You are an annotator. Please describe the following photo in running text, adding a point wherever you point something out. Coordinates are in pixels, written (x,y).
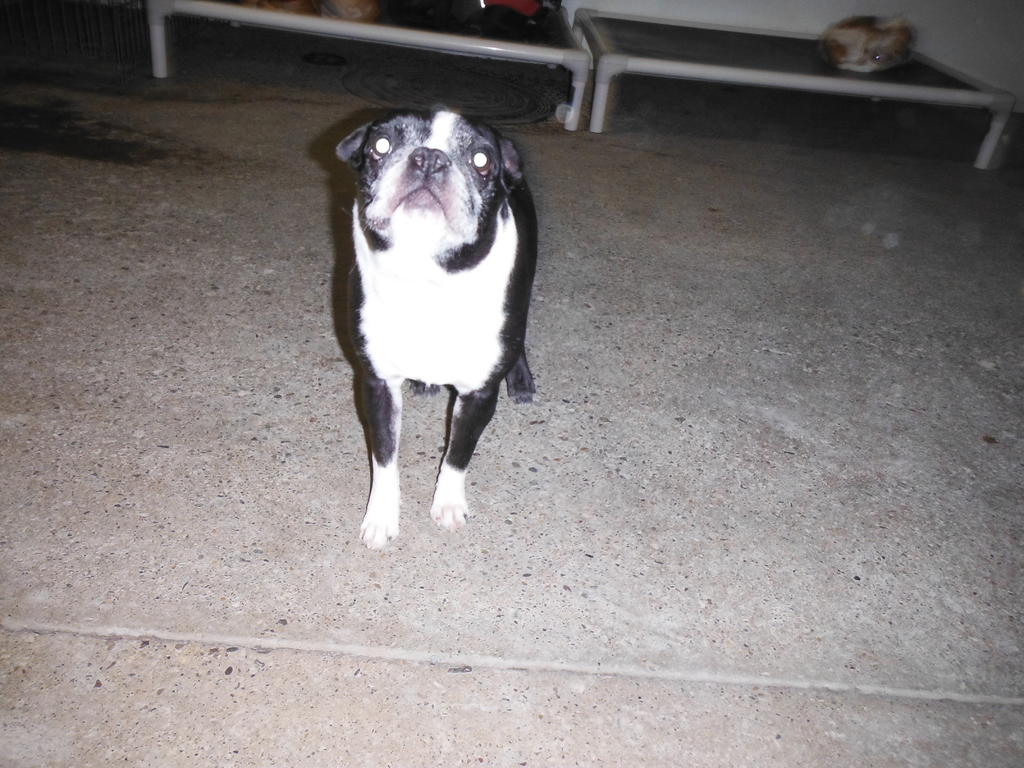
In this image we can see a dog (491,309) on the floor (521,482). In the background of the image (443,39) there are objects (650,48).
